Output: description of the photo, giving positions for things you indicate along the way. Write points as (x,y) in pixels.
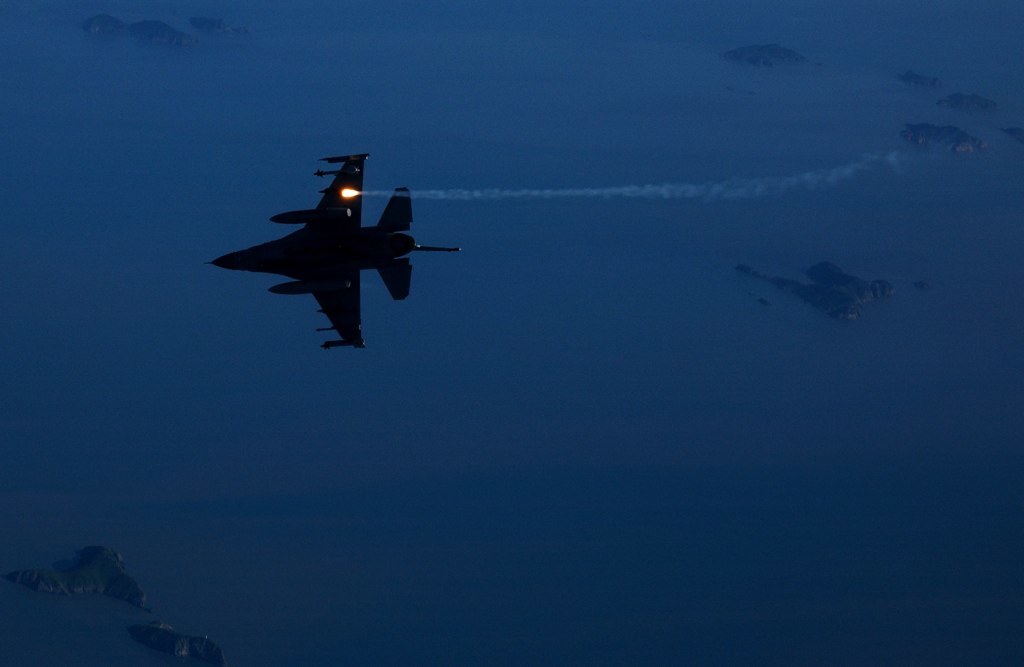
In this picture we can see an airplane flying and in the background (596,296) we can see the sea (533,225).
